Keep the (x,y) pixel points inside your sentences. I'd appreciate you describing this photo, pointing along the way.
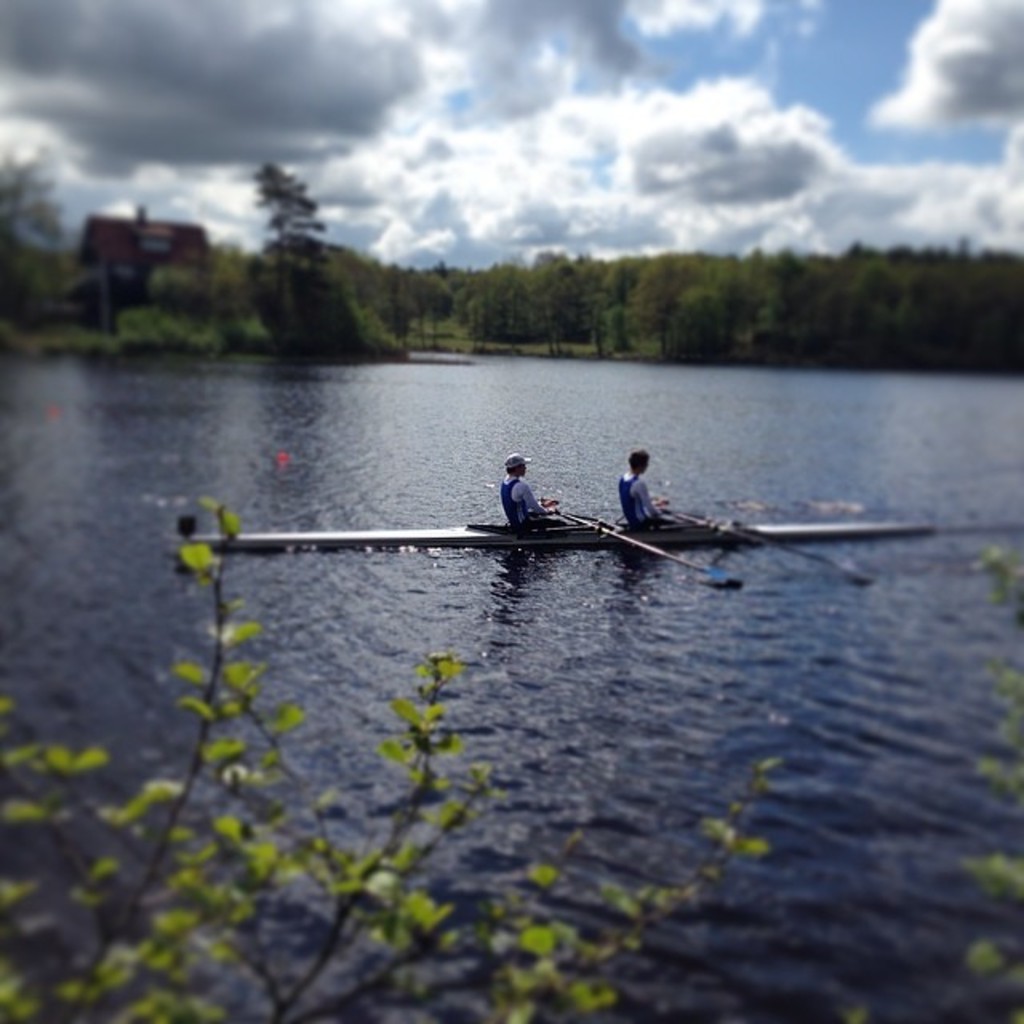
In this image, I can see two people (636,504) sitting in the boat (526,546) and holding paddles (683,562). I think they are rowing the boat (564,532). These are the trees (689,323). In the background (106,254), that looks like a house (152,256). These are the clouds (578,150) in the sky (804,124).
